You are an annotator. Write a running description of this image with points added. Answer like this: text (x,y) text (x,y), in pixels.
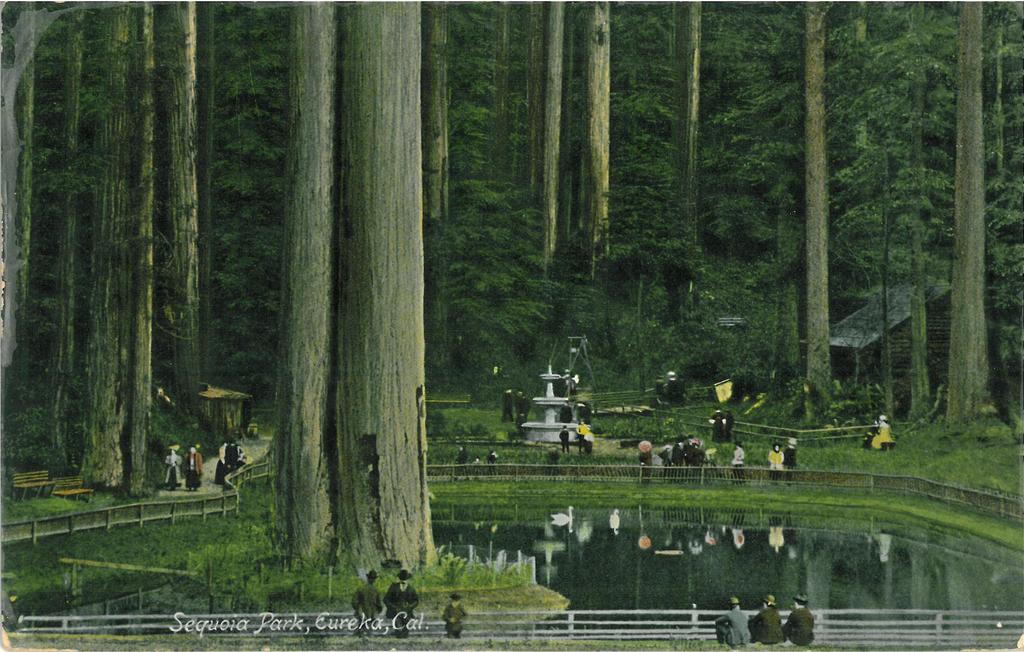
In this image I can see the white colored railing (631,635), few persons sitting and few persons (237,460) standing, the water (595,523) and few birds (616,526) which are white in color on the surface of the water (663,545). I can see the white colored fountain (536,426), few benches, a house (867,334) and few trees (582,211).
